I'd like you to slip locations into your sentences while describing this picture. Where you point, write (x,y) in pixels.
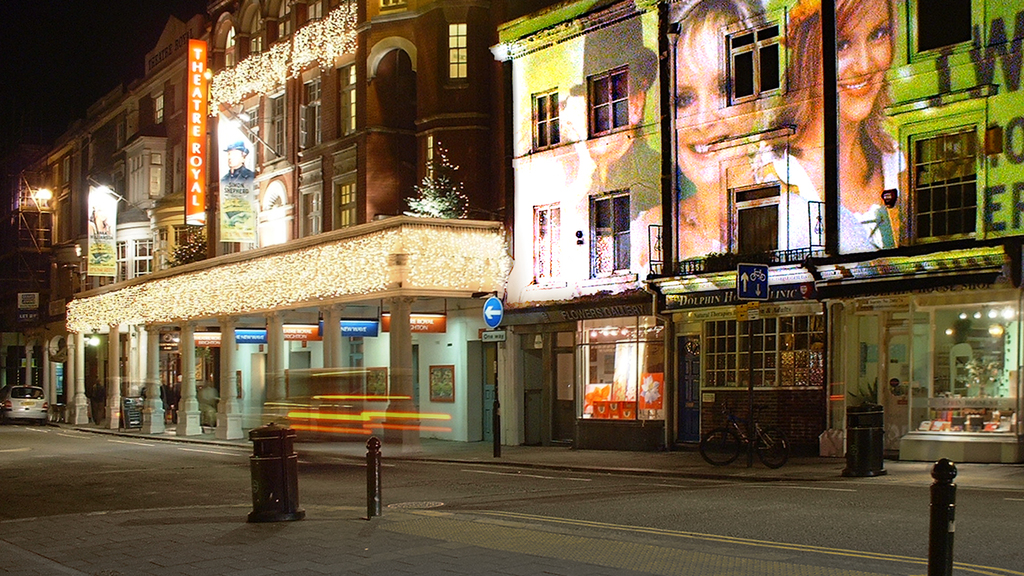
In this image I can see number of buildings (365,185), windows (579,373), few boards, a bicycle (750,450), few doors (529,392) and on these boards (369,331) I can see something is written. Here I can see faces (722,94) of few people (720,136).
